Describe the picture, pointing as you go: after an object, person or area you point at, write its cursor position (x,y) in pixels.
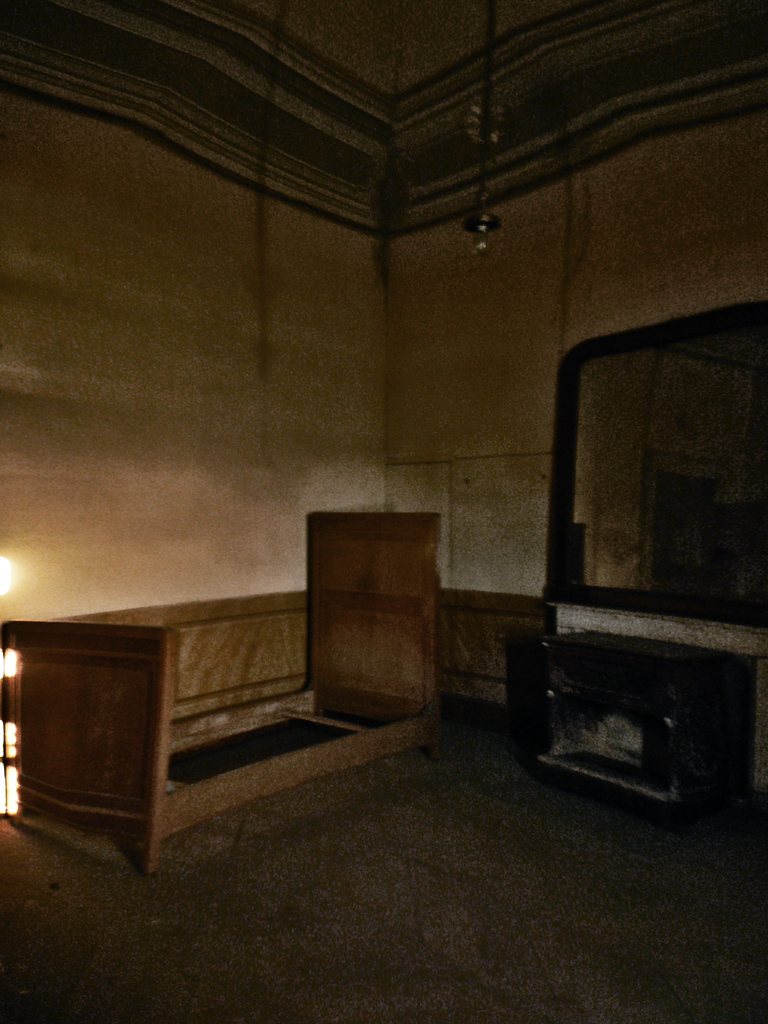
There is a wooden object (163,690) in the left corner (127,679) and there is a mirror (664,482) in the right corner (666,442) and there is a bulb (482,241) above it.
